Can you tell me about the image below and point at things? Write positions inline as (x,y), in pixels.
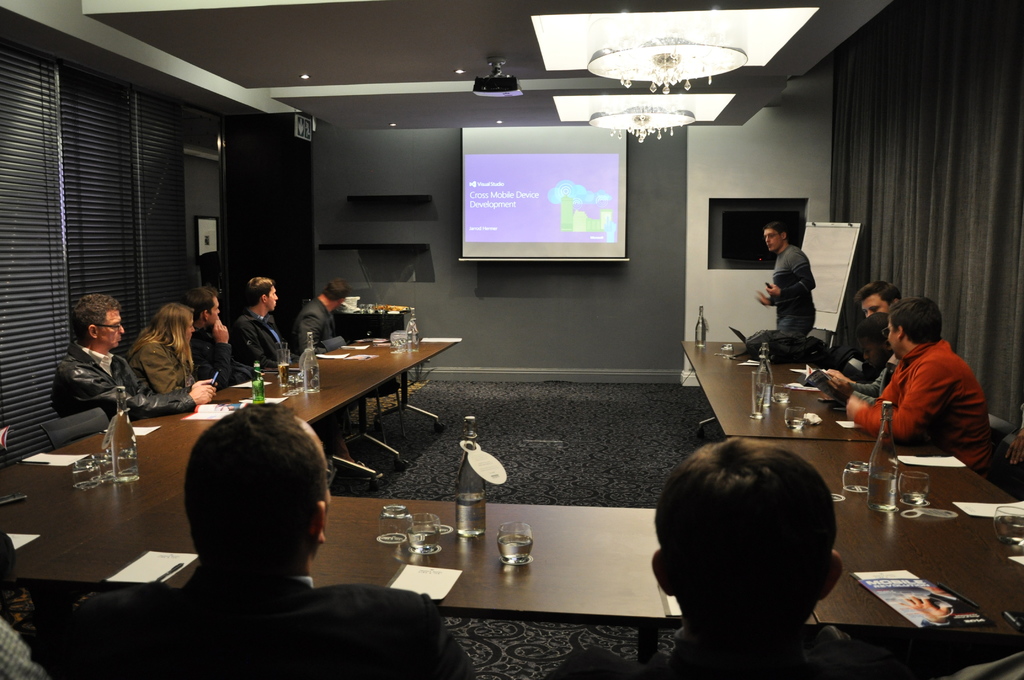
In this image, there are group of people (182,372) sitting on the chair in front of the table (915,468) on which bottle (876,499), glasses (917,494), paper (269,401) and so on are kept. In the middle of the image (532,232), there is a screen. A roof top (573,115) is grey in color on which a chandelier (660,55) is fixed. In the left side of the image (101,99), there is a window (44,205) black in color. In the right side of the image (866,140), there is a curtain (1016,289) black in color. This image is taken inside a conference hall (507,292).
